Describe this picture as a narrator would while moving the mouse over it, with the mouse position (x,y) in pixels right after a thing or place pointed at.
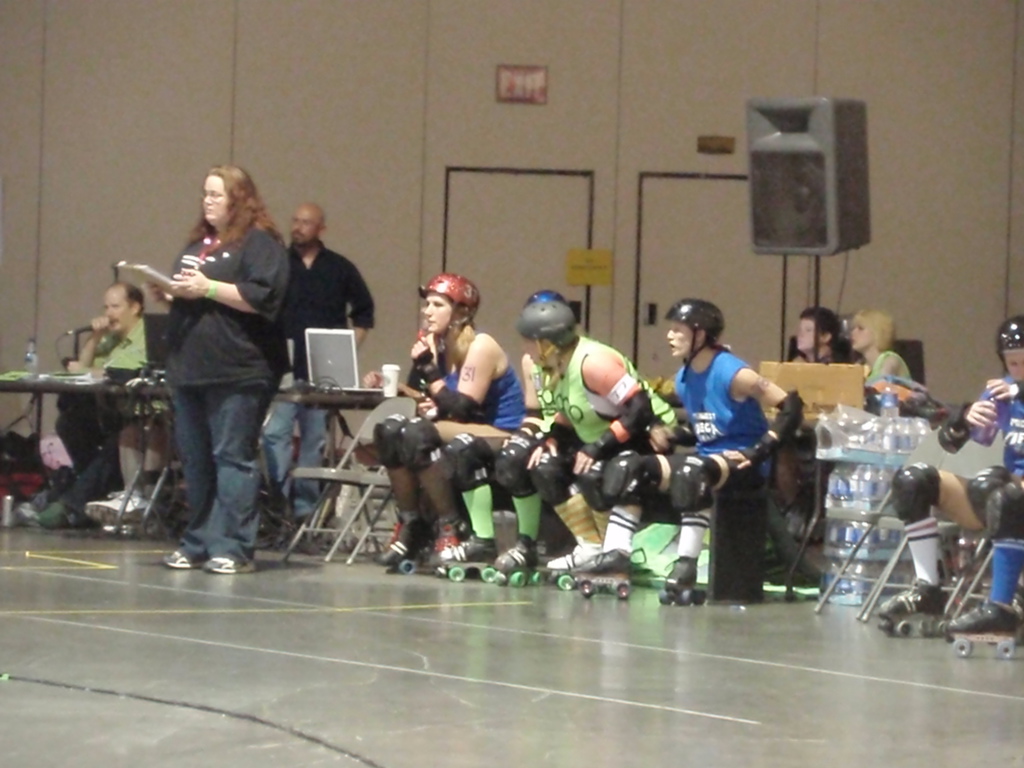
In this picture we can see some people (593,413) are sitting on the chairs (929,449) and some of them are wearing skating shoes (509,563), knee caps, helmets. On the left side of the image (338,285) we can see two persons (255,333) are standing and a lady (180,277) is holding a paper (148,272). On the left side of the image (164,381) we can see a table (327,401). On the table (164,381) we can see a bottle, glass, laptop (314,362). In the background of the image (531,164) we can see the wall (482,147), board (573,271), doors (750,234), speaker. At the bottom of the image (383,673) we can see the floor (461,591).
